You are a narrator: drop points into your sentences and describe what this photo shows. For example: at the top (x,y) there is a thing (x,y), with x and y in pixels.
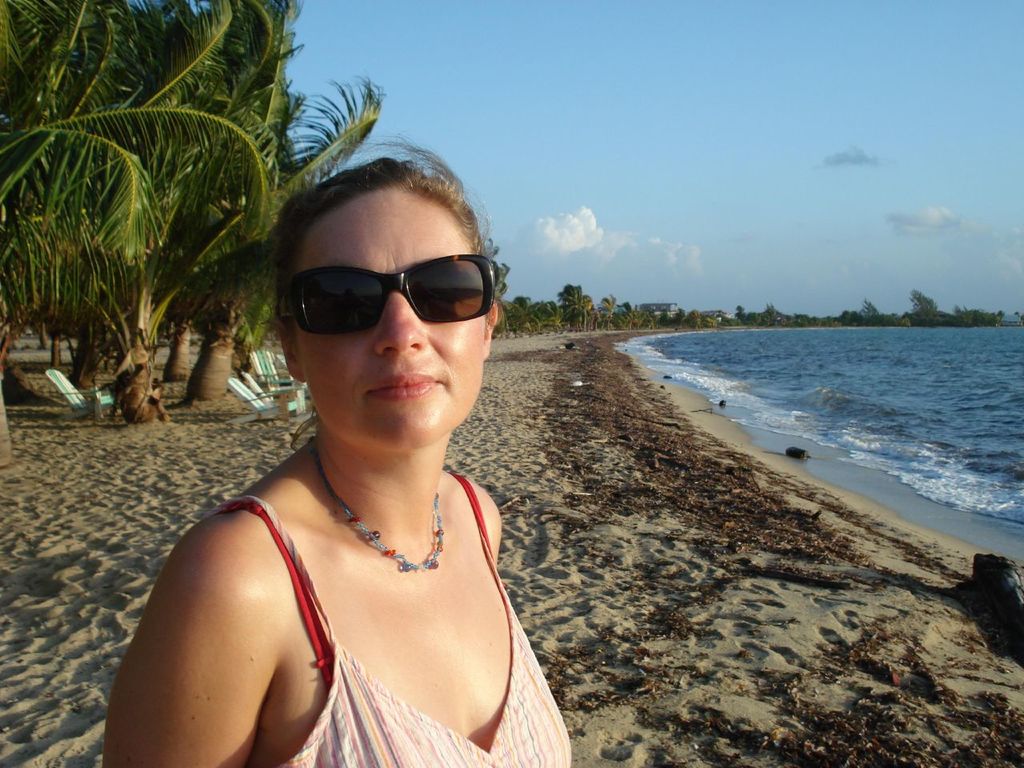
In this image in the front (367,531) there is a woman (369,583). In the background (175,285) there are trees (202,316). On the right side (930,359) there is water (917,376) and the sky (885,265) is cloudy and there are empty benches (265,394) in the background (261,386).
